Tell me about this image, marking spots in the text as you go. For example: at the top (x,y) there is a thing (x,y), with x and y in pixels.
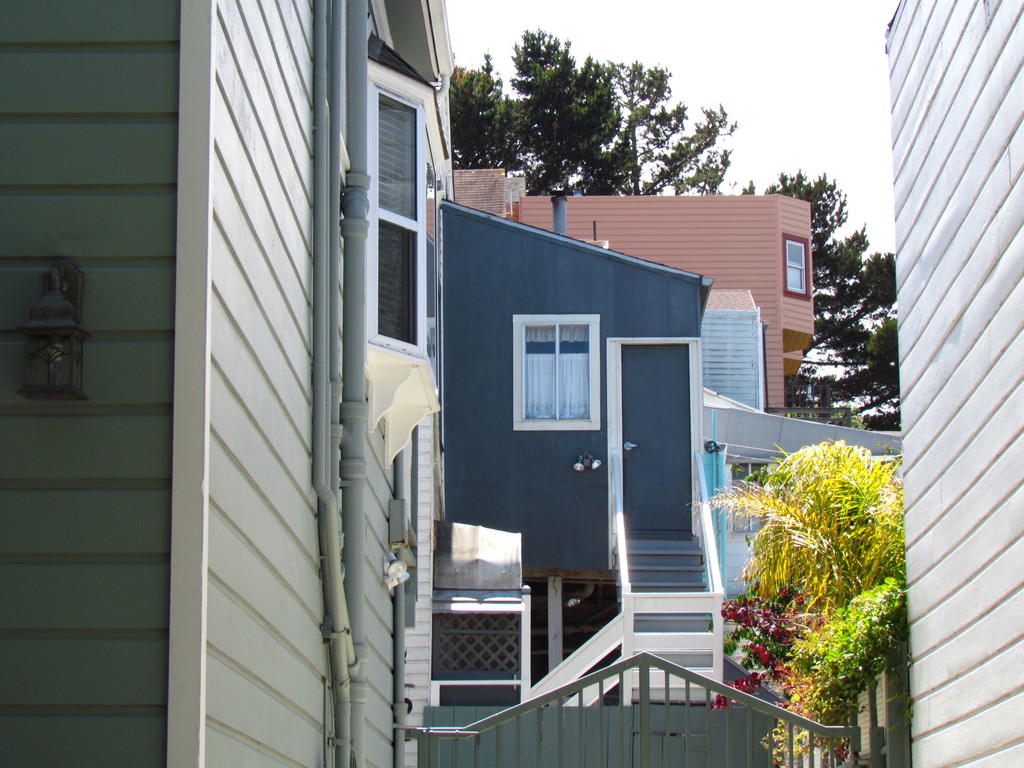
In the picture I can see the buildings (1010,401) and I can see the glass windows (413,247) of the building (641,359). There are pipelines (337,294) on the wall (256,264) of the building (256,291) on the left side (224,319). I can see a decorative lamp (58,287) on the wall (87,314) on the extreme left side (58,389). I can see the metal gate (688,751) at the bottom of the picture (708,706). I can see the flowering plants (794,600) on the right side (845,525). In the background (710,152), I can see the trees (580,114).
